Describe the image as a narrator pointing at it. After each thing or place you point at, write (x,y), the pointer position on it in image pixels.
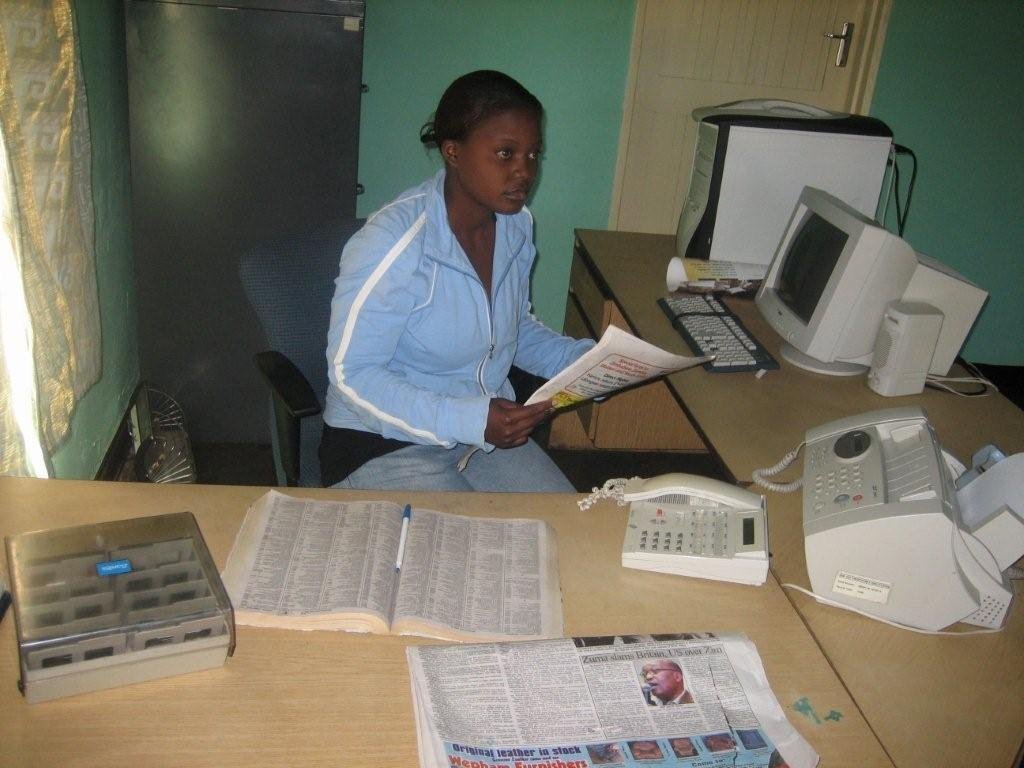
At the bottom of the image (822,667) on the table (875,656) there is a book (480,554), newspaper (586,691), telephone (664,484), monitor (824,340), keyboard (682,329), CPU (797,159), speaker (899,341) and some other things (65,601). Behind the table (653,585) there is a lady (455,298) sitting on the chair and holding a paper (578,393) in her hand (527,418). Behind her there is a cupboard (197,327). And also there is a wall (582,1) with a door (760,54). On the left side of the image (48,255) there is a window (62,59) with a curtain (71,277).
